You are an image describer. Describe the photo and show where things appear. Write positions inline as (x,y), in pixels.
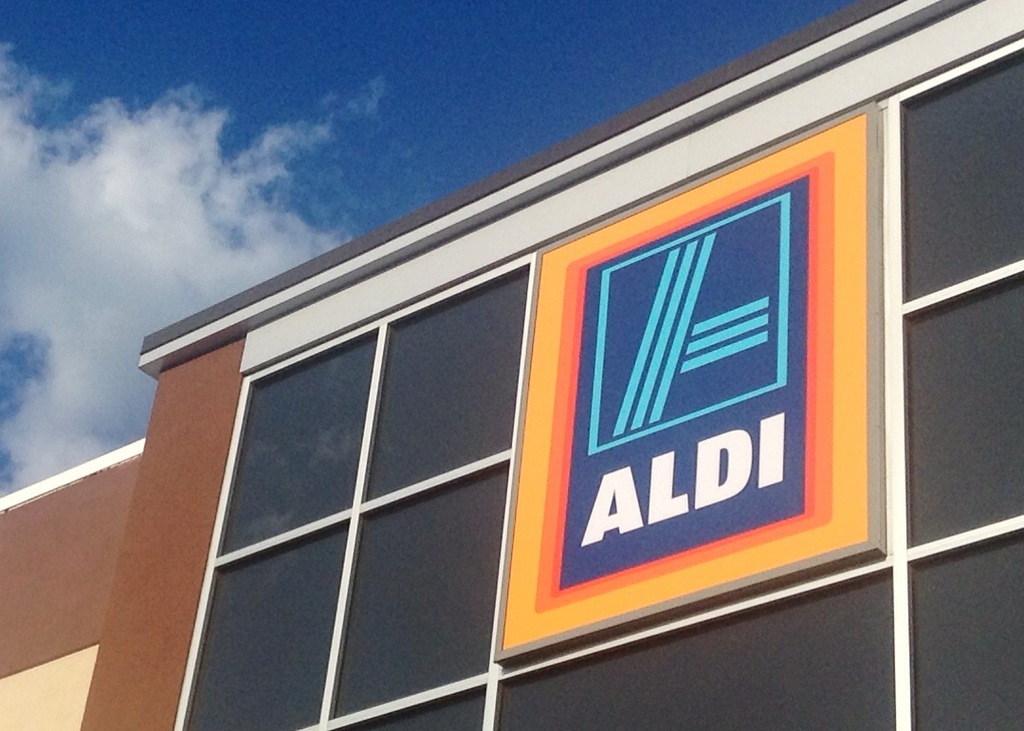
In the image there is a building (134,669) and in front of the building (804,588) there is a logo (549,273) and under the logo (770,249) there is some name (698,465).
